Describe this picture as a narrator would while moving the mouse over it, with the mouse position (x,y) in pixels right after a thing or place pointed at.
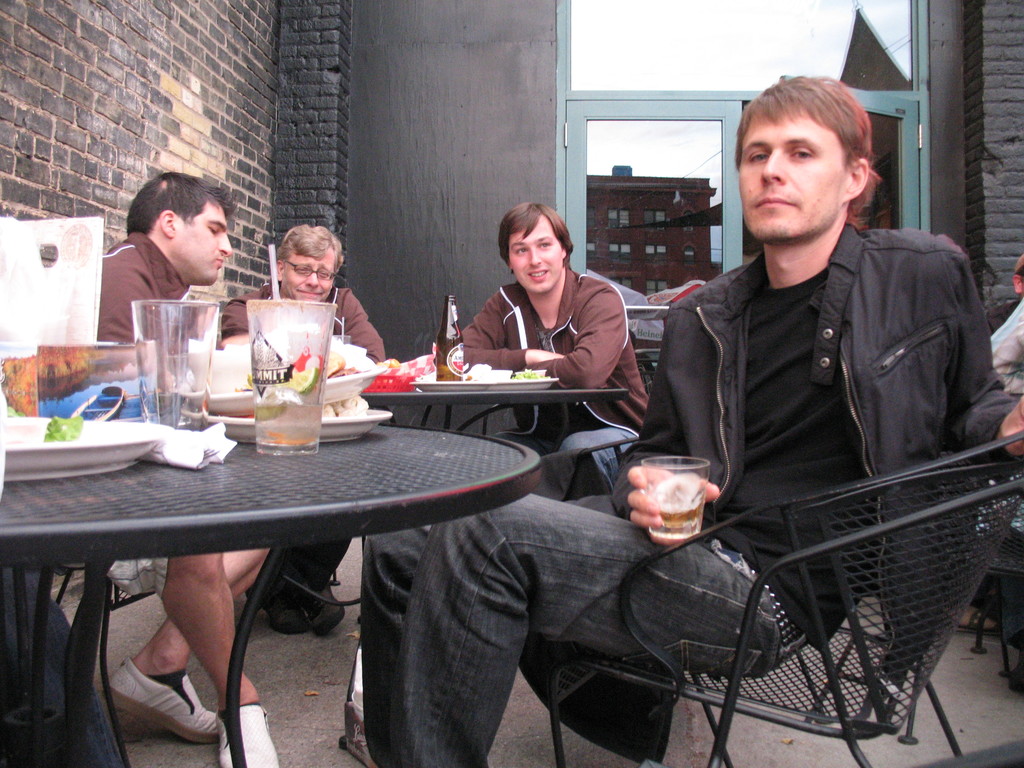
In the image there is a man (784,514) sat on chair (725,705) holding a beer glass (668,520) in front of him there is a table (148,462) and behind him there are few men (573,287) sat on chair (525,433) with beer bottle (451,355), it seems to be a bar area (588,111).
